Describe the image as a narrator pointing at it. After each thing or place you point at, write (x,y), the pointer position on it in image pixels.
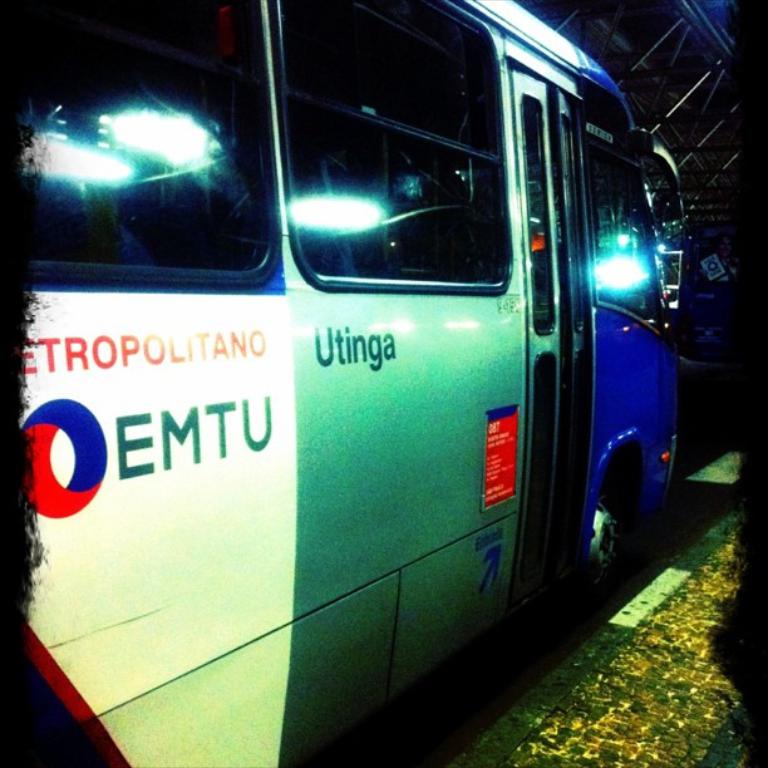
In this image I can see on the left side (90,527) it is a bus (473,432) with white, grey and blue color. There are glasses (127,79) to it, at the bottom (703,639) it looks like a footpath (663,700).
